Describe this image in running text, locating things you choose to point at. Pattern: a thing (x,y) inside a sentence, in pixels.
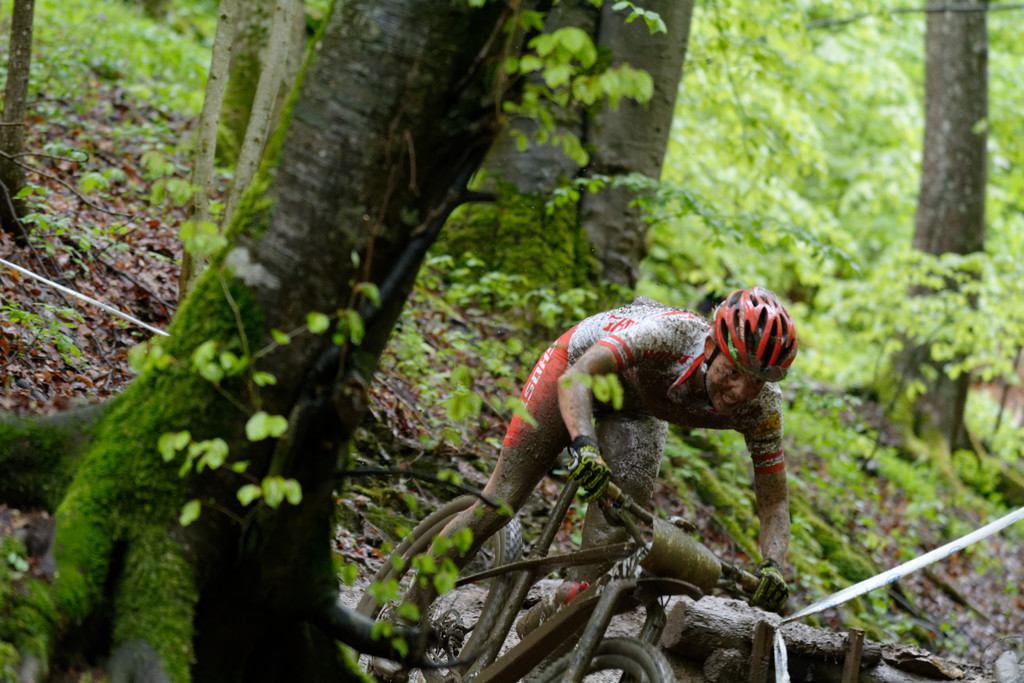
This picture shows a few trees (319,53) and we see a man (532,470) riding a bicycle (492,652) and he wore a helmet (739,309) on his head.
